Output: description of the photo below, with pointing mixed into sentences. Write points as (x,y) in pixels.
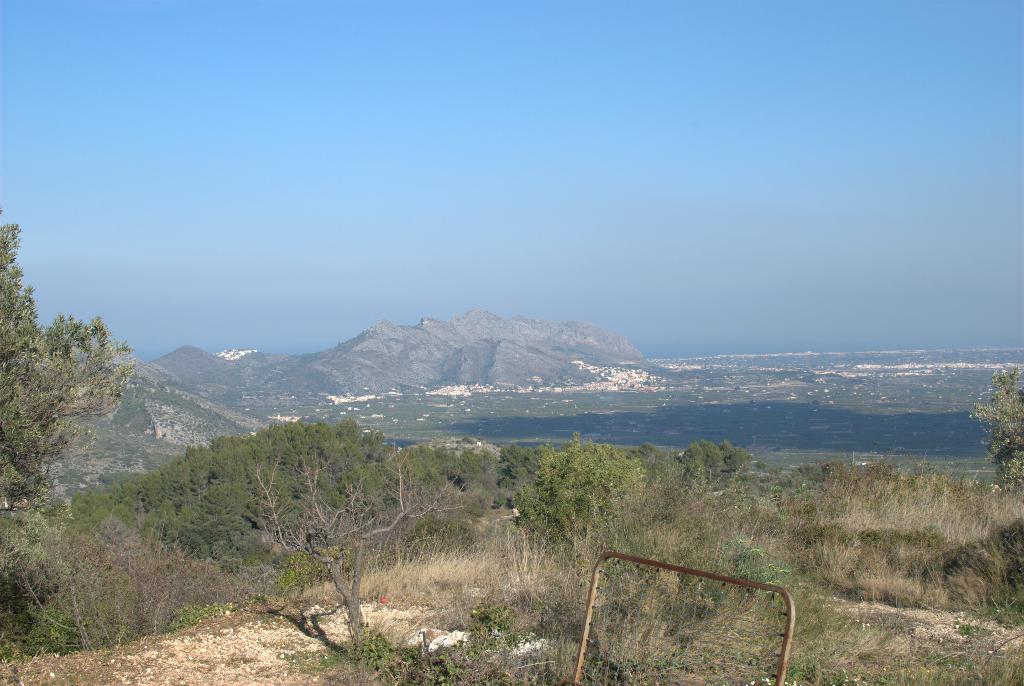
In this picture I can see many trees (72,401), plants (1018,543) and grass (802,582). In the background (244,365) I can see the ocean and mountains (408,346). At the top (590,56) there is a sky (464,42). At the bottom (754,582) there is a steel pipe (784,666).
